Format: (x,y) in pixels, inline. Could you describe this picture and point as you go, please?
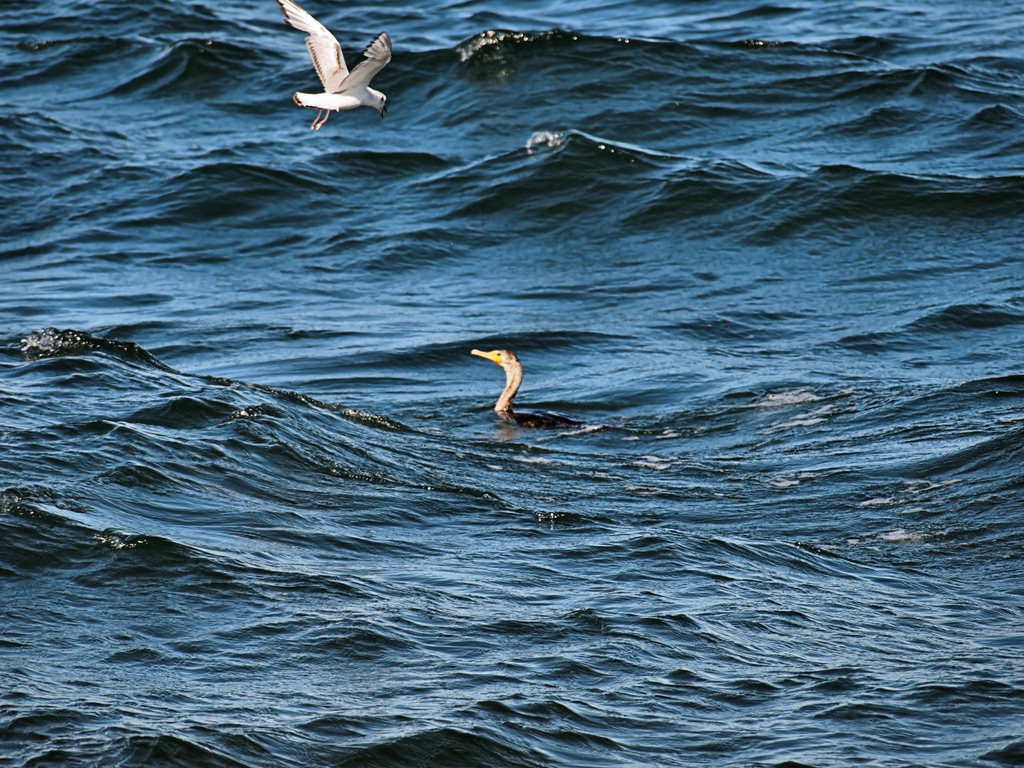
In this image there is a cormorant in the water (532,443), there is a bird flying over the water (452,236).
